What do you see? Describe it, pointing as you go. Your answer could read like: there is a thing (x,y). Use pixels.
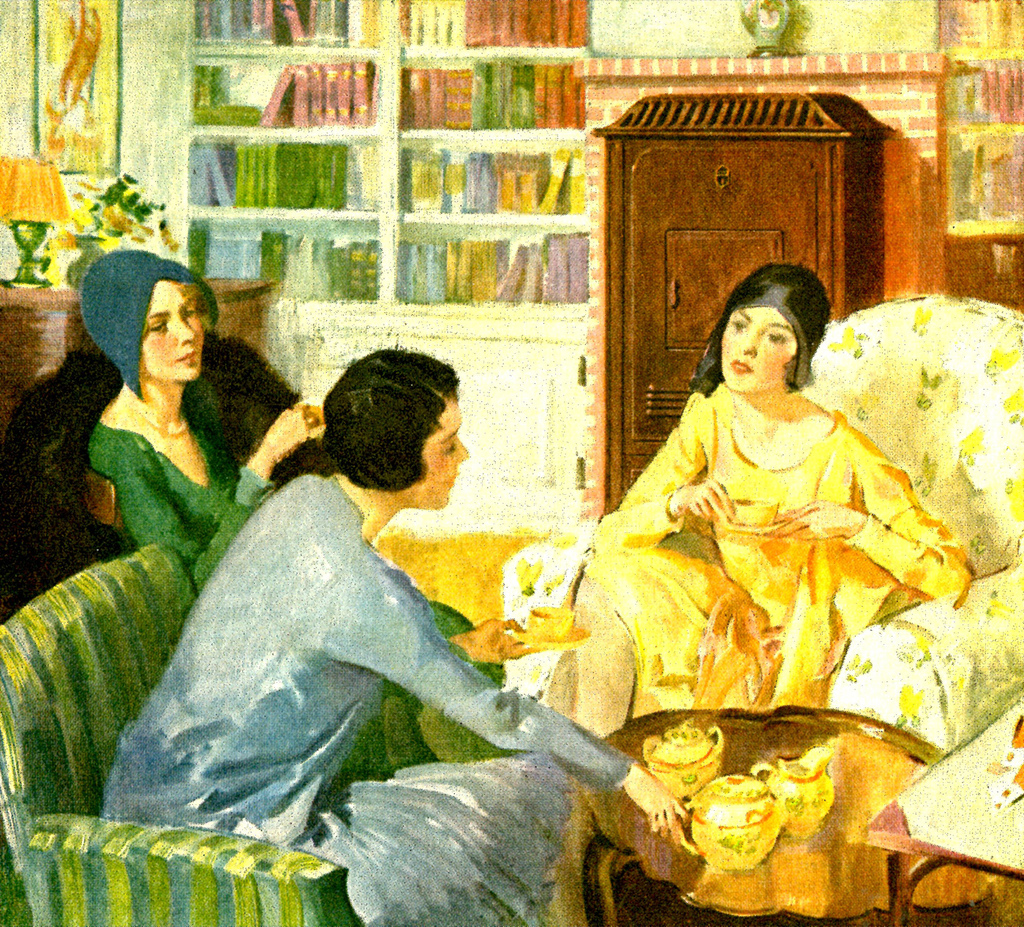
In this image we can see a painting (622,579) of three women (402,598) sitting on the chairs (84,674), there is a table (836,859) with tea pots (777,808) on the table (734,753), in the background (696,241) there is a cupboard (661,225) to the wall (164,99) and a flower vase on the wall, beside the cupboard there is a shelf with books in it, behind a woman (103,306) there is a desk (71,321) with a lamp (27,192) and flower vase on the desk (29,315).
